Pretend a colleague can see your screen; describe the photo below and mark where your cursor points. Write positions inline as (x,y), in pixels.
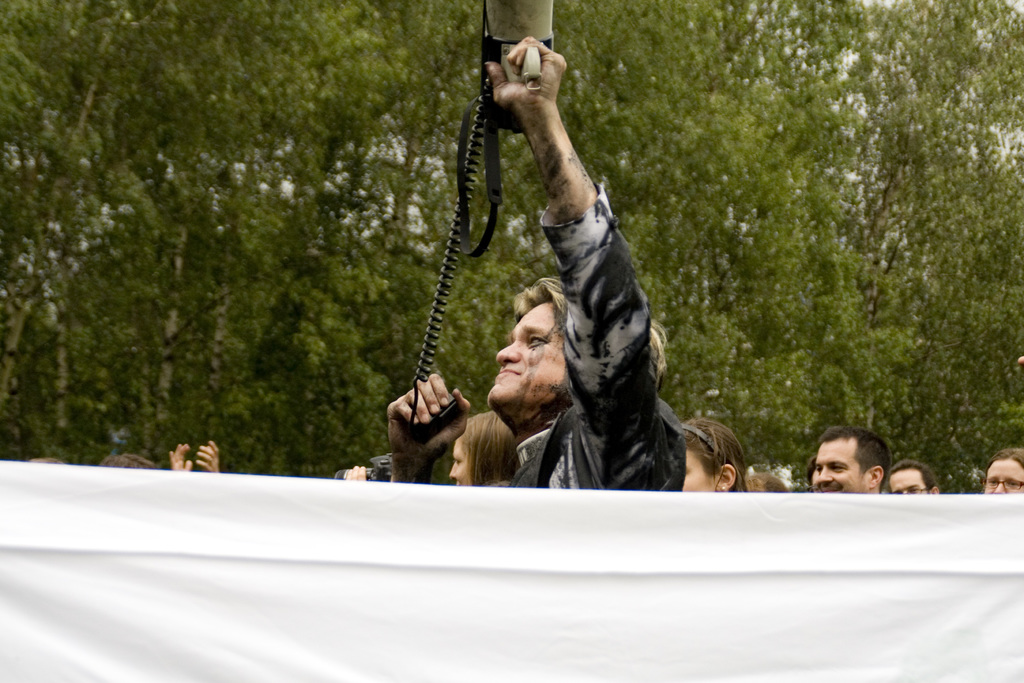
In this picture we can see group of people (503,440), in the middle of the image (536,404) we can see a person (526,359), and the person (585,206) is holding a megaphone (537,57), in the background (812,227) we can find few trees (806,220).
